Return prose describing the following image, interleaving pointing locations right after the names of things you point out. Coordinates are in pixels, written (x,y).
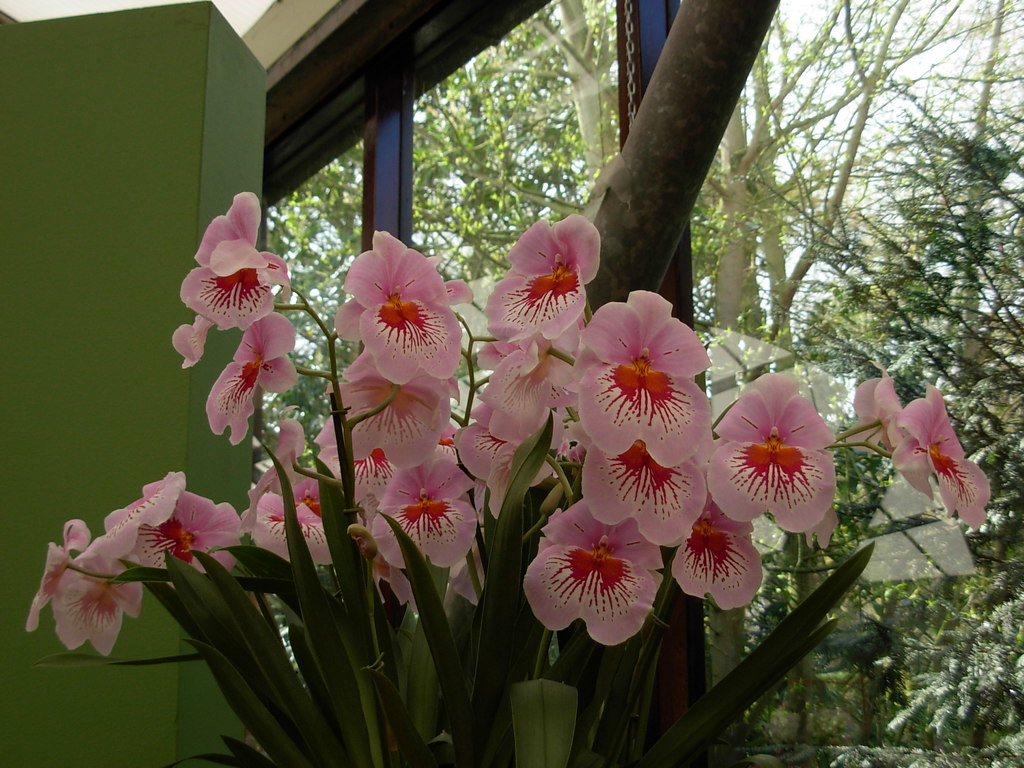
In the image in the center (624,490), we can see plants (525,575) and flowers (624,490), which are in pink and red color. In the background (473,235) there is a wall (122,15), roof (292,77) and glass window (821,133). Through glass window (824,145), we can see the sky (893,110), clouds (840,34) and trees (909,191).
